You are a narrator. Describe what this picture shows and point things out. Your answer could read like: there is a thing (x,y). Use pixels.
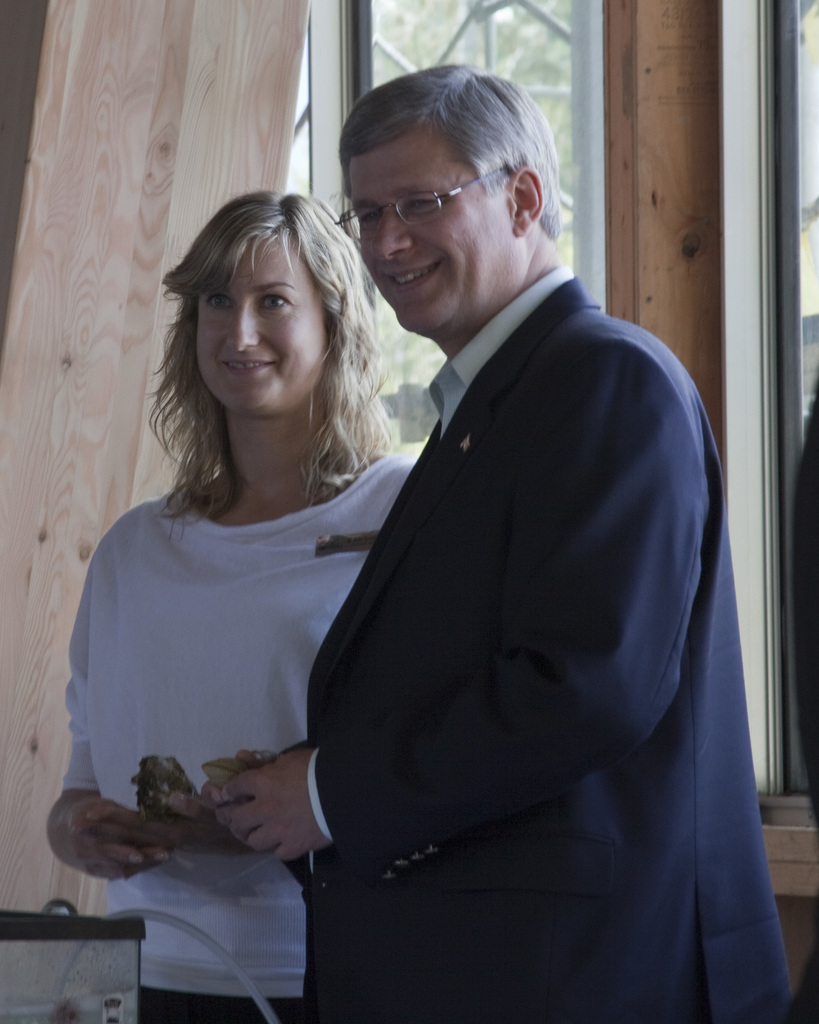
In this picture we can see two people (337,707) standing and smiling. In the background (219,86) we can see windows (533,64), trees (557,79), wooden plank (200,131) and some objects (75,1012).
